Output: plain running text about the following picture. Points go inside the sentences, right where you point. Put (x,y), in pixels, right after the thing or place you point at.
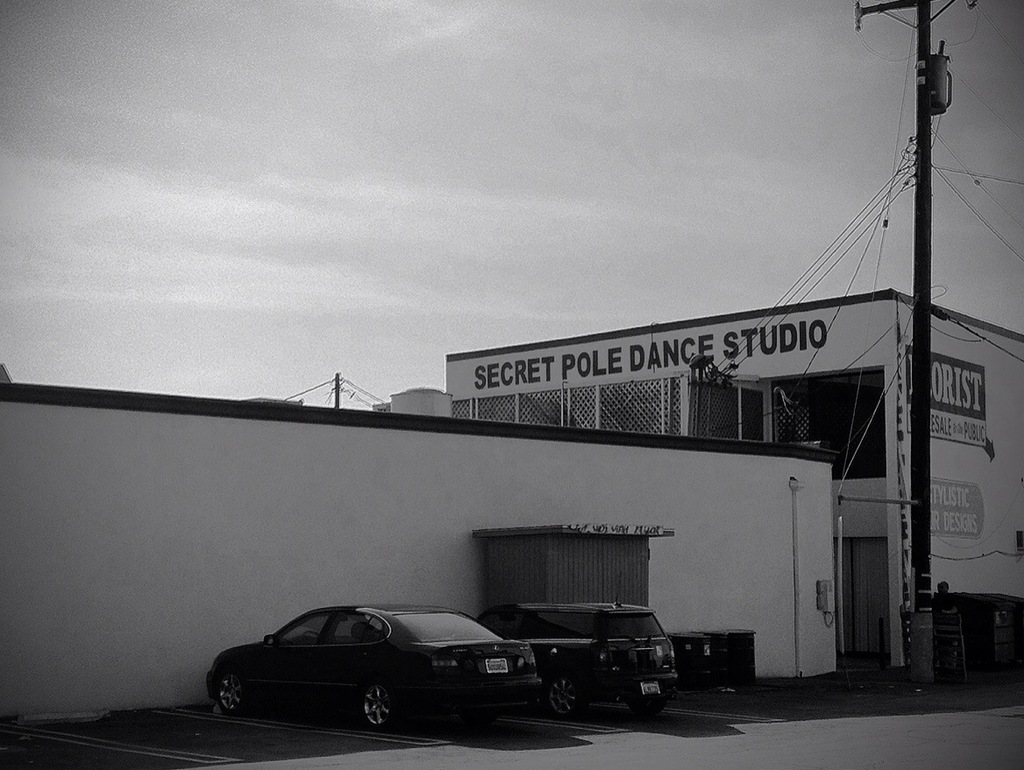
This is a black and white image. I can see two cars (589,660), which are parked. This is a building (671,400) with the windows (802,402). I think this is a current pole (914,555) with the current wires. This is the wall (513,520). I can see the barrels (712,660), which are beside the car (653,647). This is the sky (480,215).
